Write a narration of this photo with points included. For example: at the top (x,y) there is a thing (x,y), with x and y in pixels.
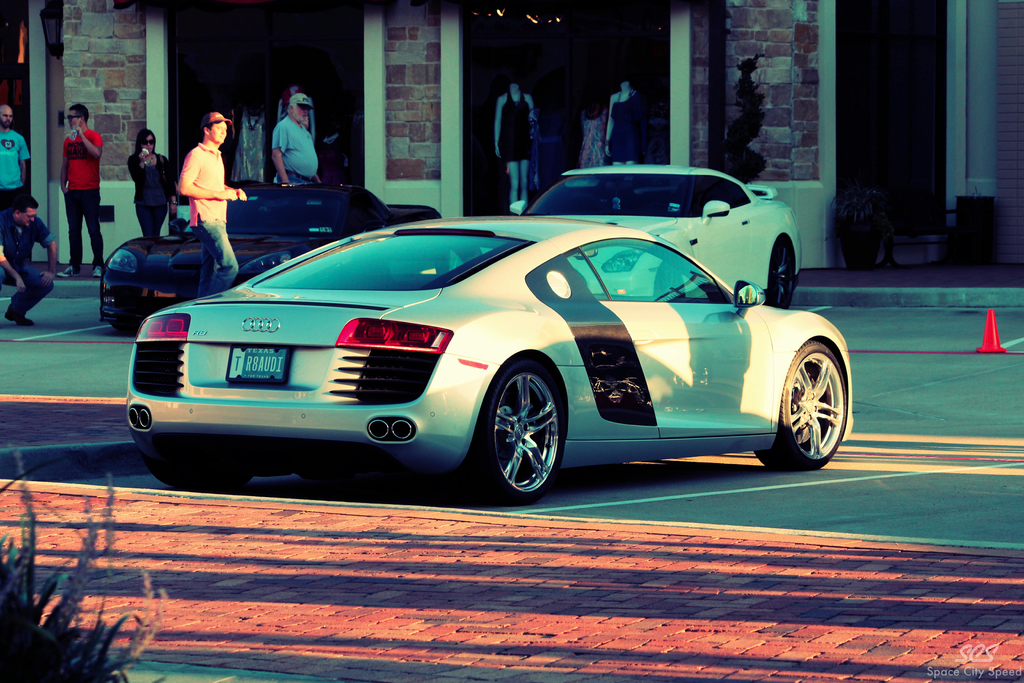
In this image there are vehicles (275,191), people's (91,200), walls (986,117), plants (854,200), mannequins (633,119) and objects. Among them two people (201,142) wore caps (298,98).
